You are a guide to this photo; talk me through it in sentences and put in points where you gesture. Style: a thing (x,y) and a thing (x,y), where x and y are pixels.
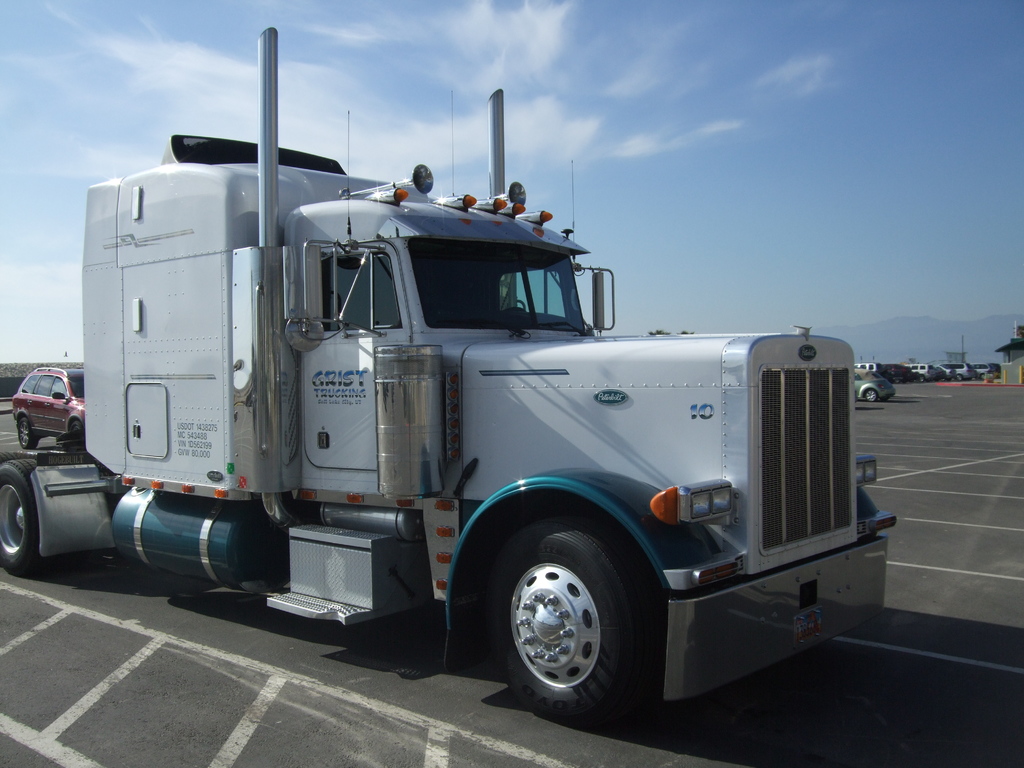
In the center of the image (431,452) there is a vehicle (387,487). In the background (78,394) there are cars (78,394). At the bottom (329,664) there is road (693,729). In the background (936,341) we can see hill (905,336) and sky (744,111).
